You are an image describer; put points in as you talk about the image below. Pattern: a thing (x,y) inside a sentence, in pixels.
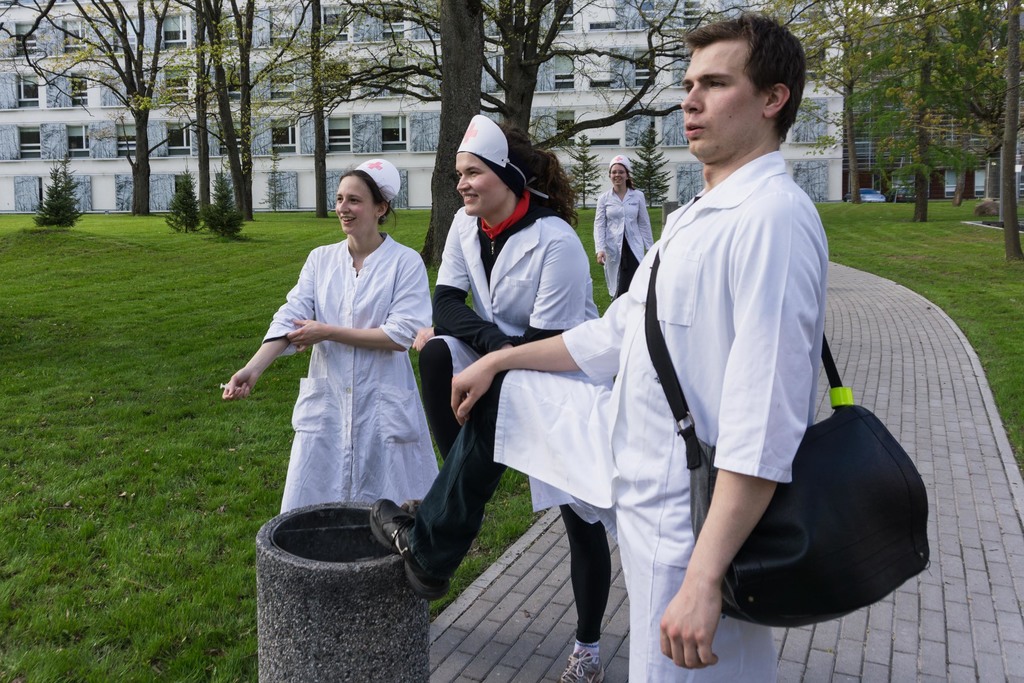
In this image I can see four persons (759,42) on the road (1022,633). In the background (122,233) I can see grass (1015,355), trees (181,217), buildings (269,151), windows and vehicles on the road (1003,643). This image is taken may be in a park (85,502) during a day.
